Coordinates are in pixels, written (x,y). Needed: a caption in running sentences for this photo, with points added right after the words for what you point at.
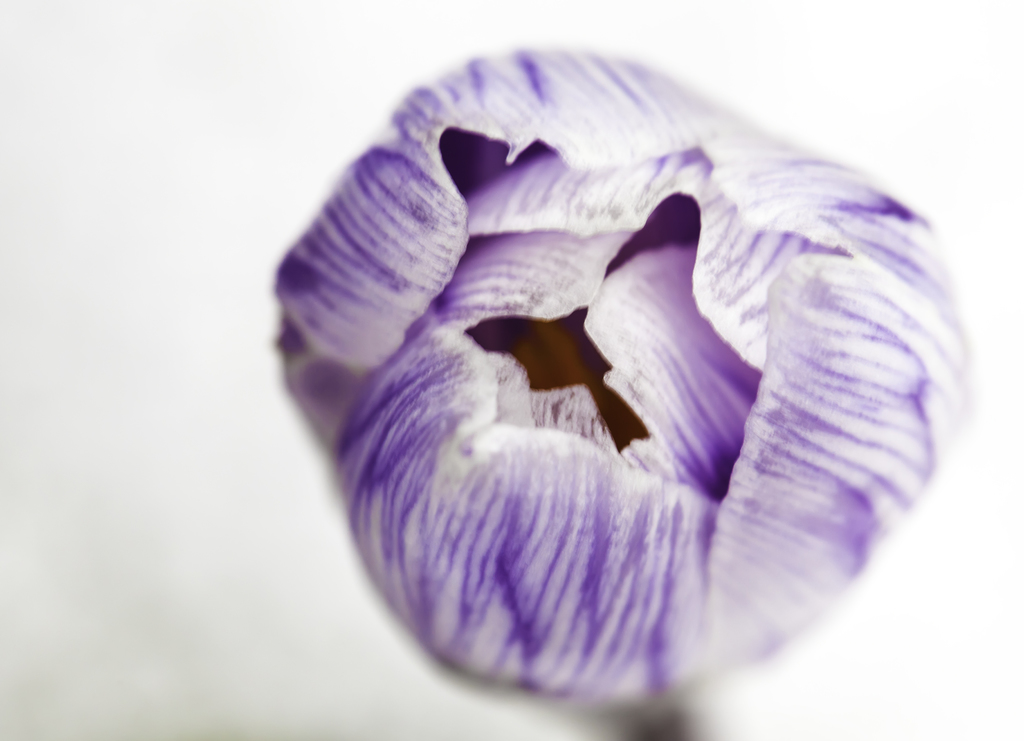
The picture consists of a flower (518,215) with violet and white petals (537,269). The picture has white blurred background (1015,317).
